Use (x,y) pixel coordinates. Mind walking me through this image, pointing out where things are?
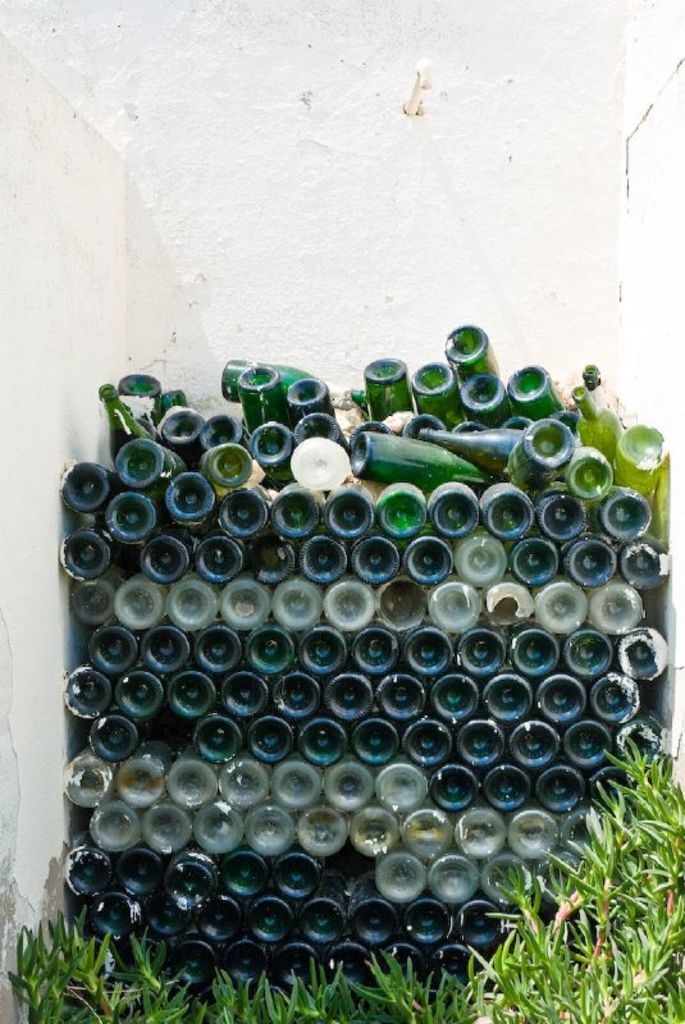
In this image there are many bottles (526,496) on the land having few plants (299,982). Bottles (307,837) are kept one up on the other near the wall (277,348).
